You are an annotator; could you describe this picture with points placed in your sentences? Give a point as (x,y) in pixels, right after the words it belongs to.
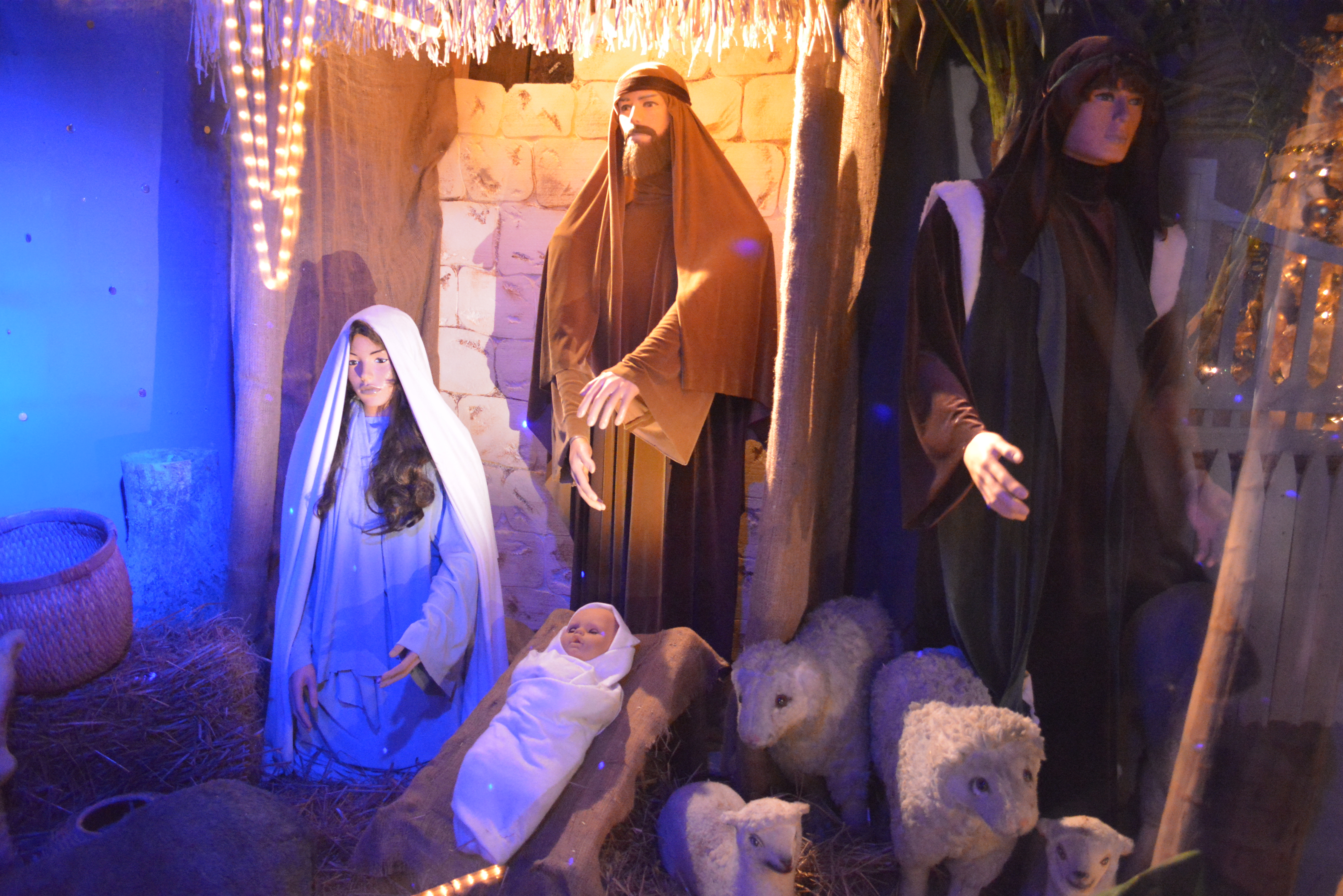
There are statues (730,173) of persons (704,420), doll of a baby (516,676) on an object (676,645) and there are statues (1064,816) of the sheep (673,849). In the background (112,650), there is a basket (116,614). Beside this, there is wall (106,137). There are lights (244,156) arranged. And the background (867,377) is dark in color.
